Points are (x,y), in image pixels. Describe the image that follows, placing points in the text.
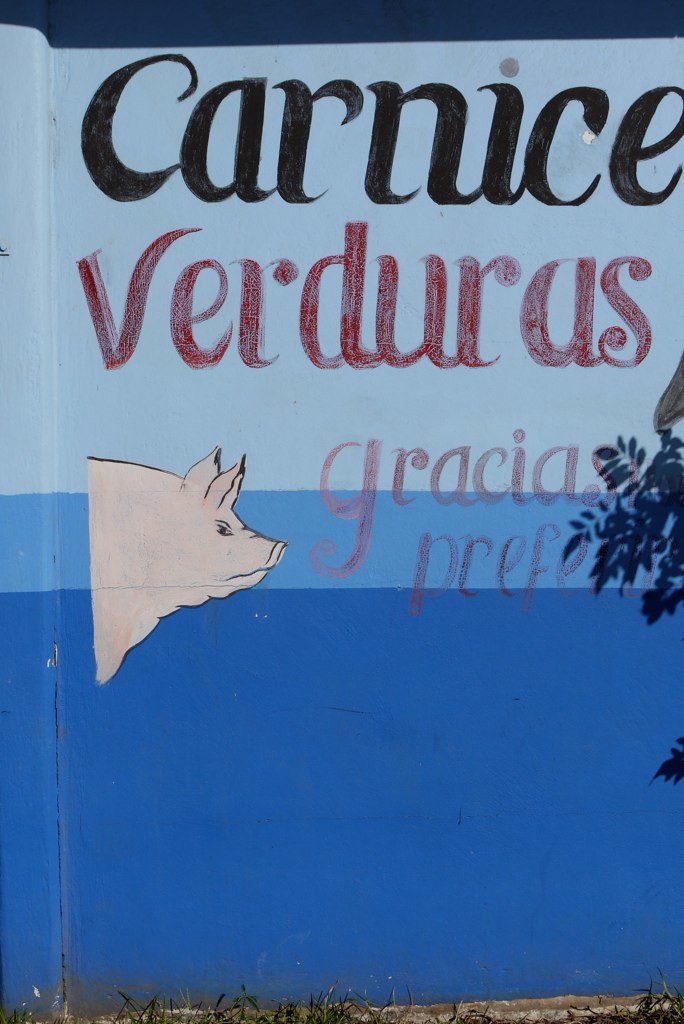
In the image we can see the board (410,541) and on the board (425,534), we can see some text (469,553) and picture (245,528) of the pig (246,569).
